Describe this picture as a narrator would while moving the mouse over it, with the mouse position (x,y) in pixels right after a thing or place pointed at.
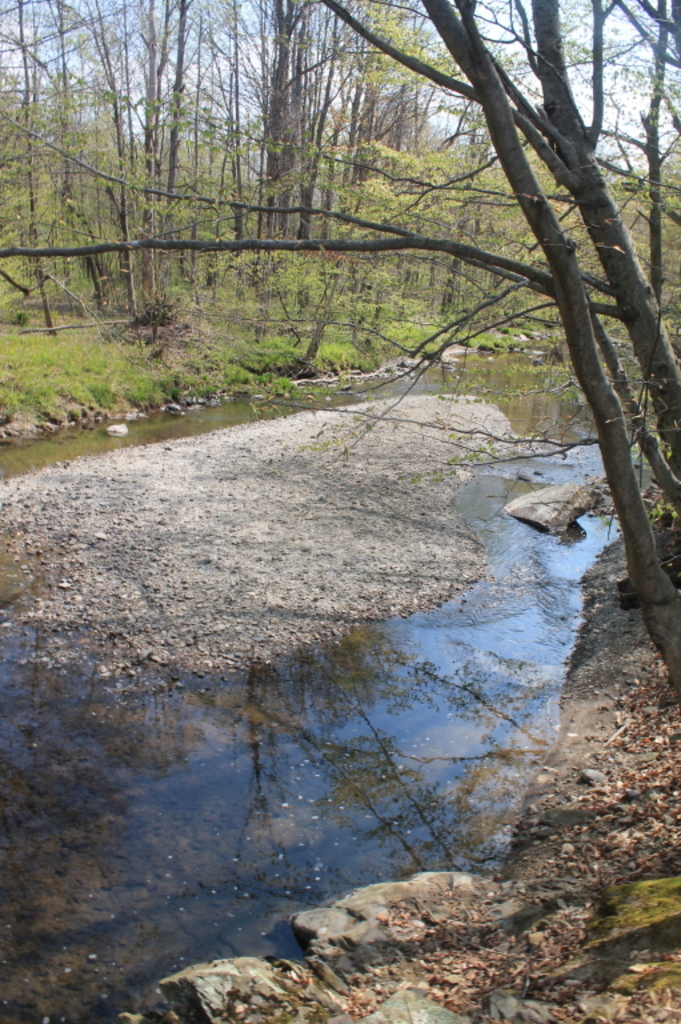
In the image we can see water (254,867), trees (106,90) and grass (47,364).
